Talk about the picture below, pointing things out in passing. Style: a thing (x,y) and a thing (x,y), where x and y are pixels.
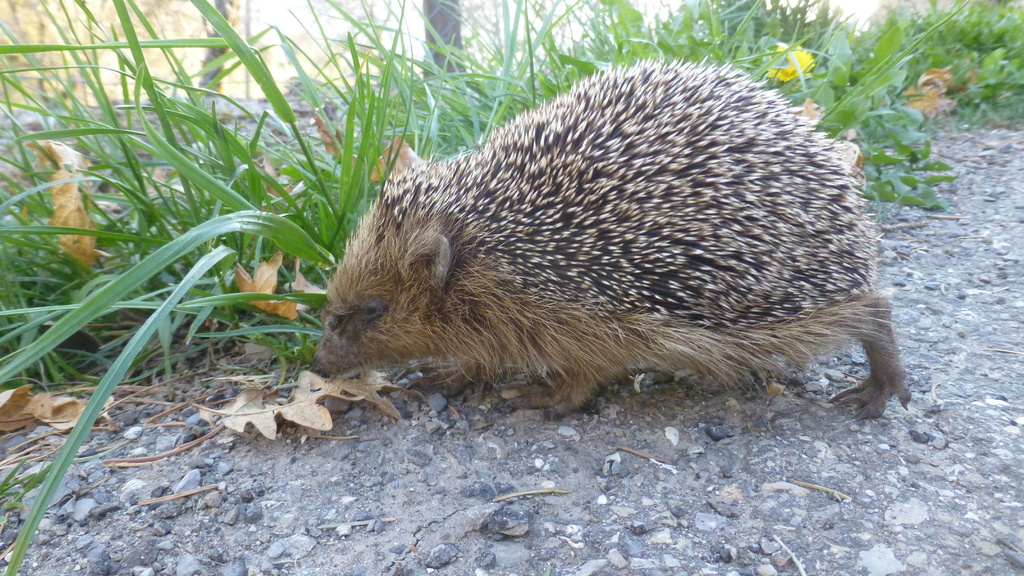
In this picture I can see a hedgehog (611,171) in front (636,264) and it is on the ground (389,492) and on the ground (389,492) I see the stones (389,492). In the background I see the grass (287,244).
